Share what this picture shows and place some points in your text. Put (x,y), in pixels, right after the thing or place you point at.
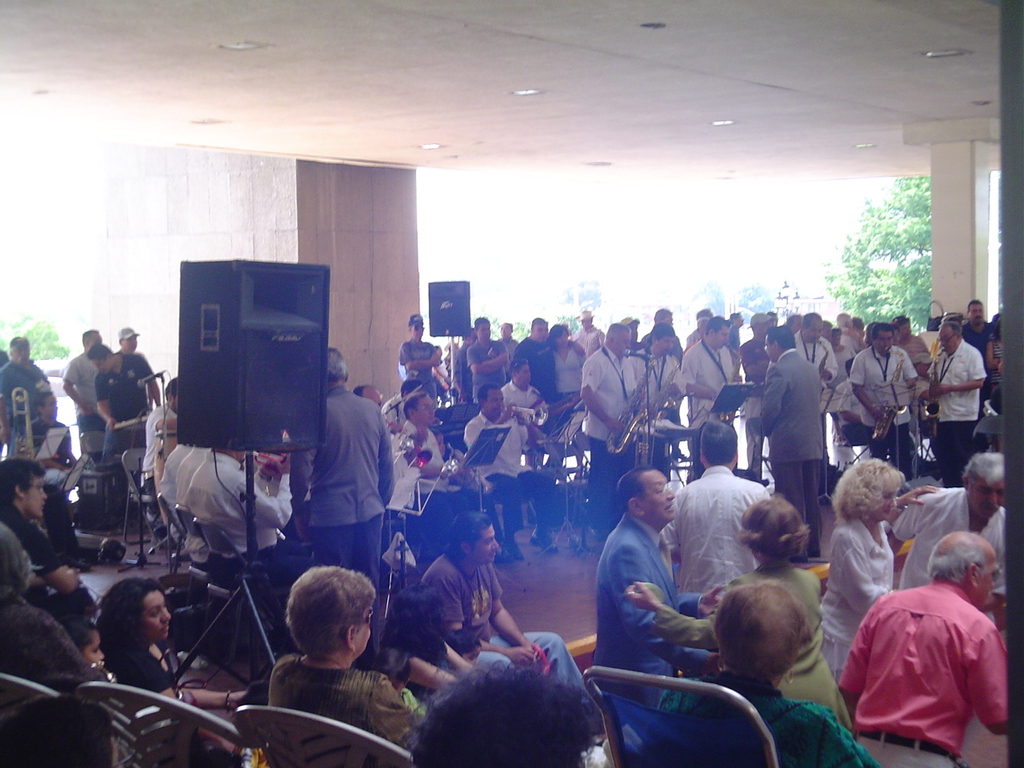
In the picture we can see some people (770,630) are sitting on the chairs (600,671) and some people (911,665) are standing in front of them and beside them we can see some people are standing with musical instruments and behind them we can see a pillar (915,127) to the ceiling (781,77) and to the ceiling (394,67) we can see lights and behind we can see some plants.
